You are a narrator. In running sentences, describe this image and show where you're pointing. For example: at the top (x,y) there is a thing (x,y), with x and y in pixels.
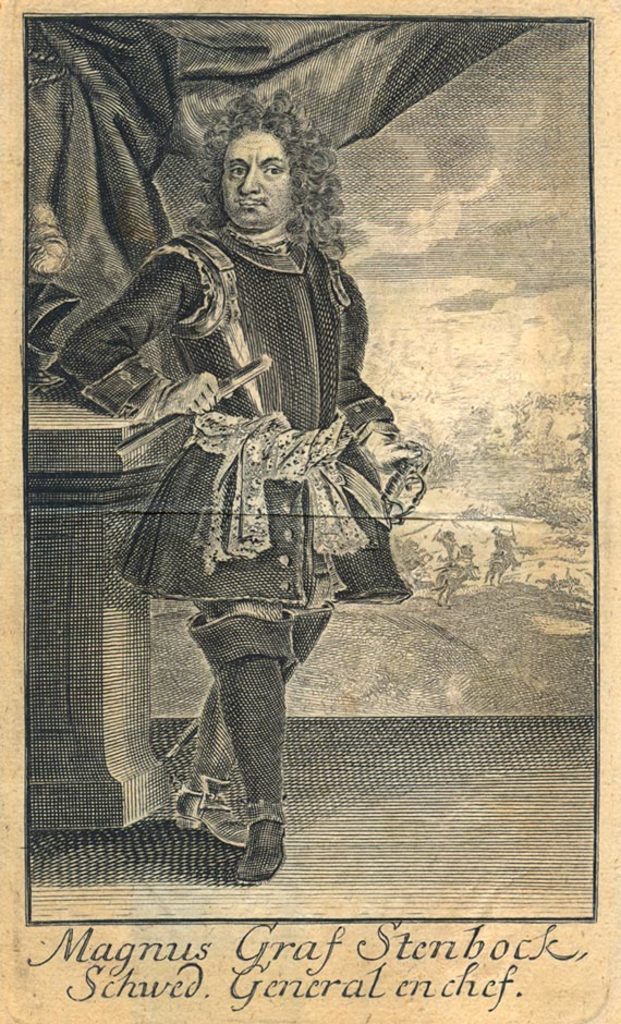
As we can see in the image there is a paper (222,604). On paper (263,374) there is a black color dress (201,351).
